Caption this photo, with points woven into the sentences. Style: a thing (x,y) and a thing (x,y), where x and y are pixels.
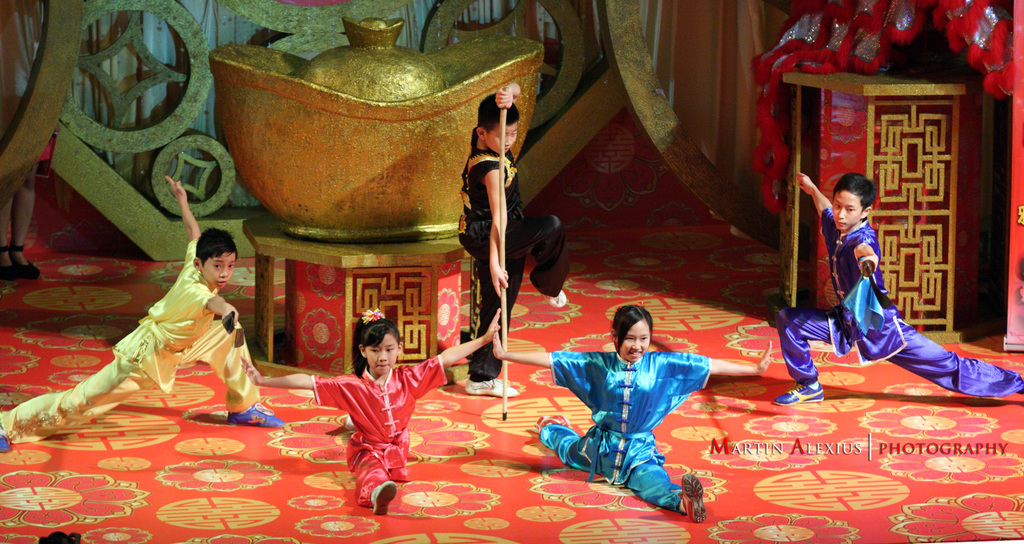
In this picture we can see three boys (848,215) standing and two girls (283,382) sitting on the floor (774,530) and at the back of them we can see an object (441,121) on a platform (248,231) and in the background (20,227) we can see a person (33,209) standing.
